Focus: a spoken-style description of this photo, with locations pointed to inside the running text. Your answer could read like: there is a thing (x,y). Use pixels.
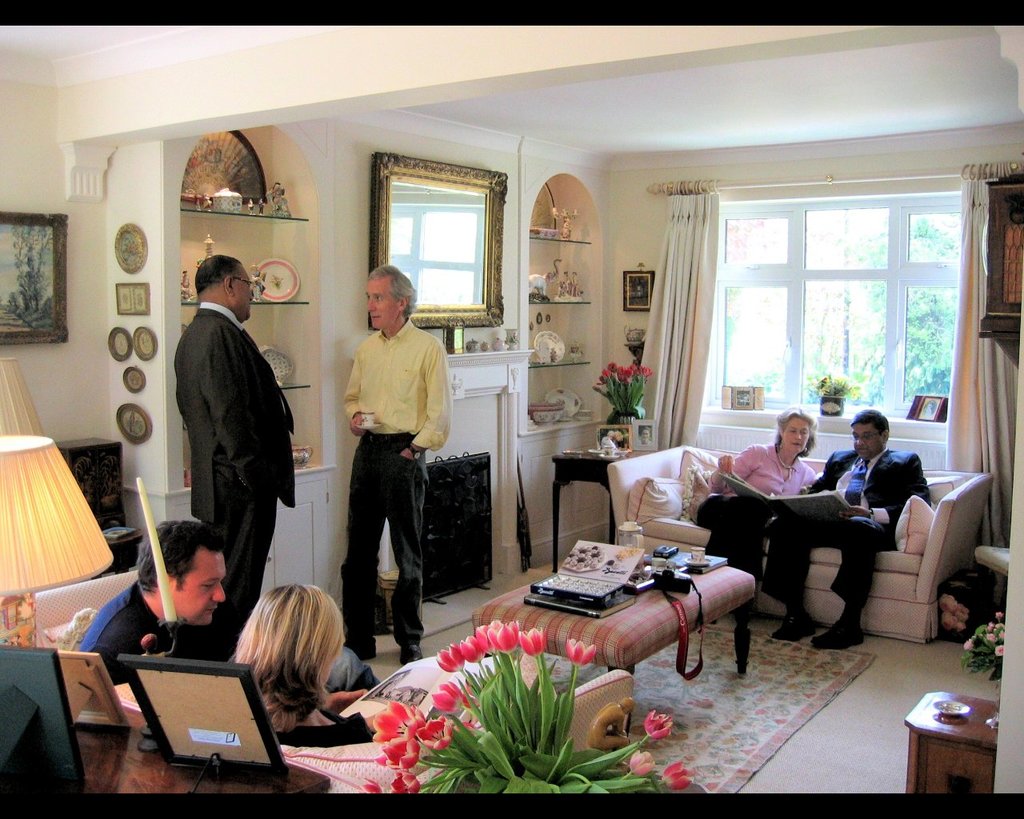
This is the picture inside of the room (386,679). There are two peoples (387,350) standing in the middle (398,526) and there are two people (850,487) sitting on the sofa (817,593). At the back (706,259) there are window (822,252) and curtains (686,265). In the middle (625,528) there are bottles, books (639,561) camera (663,580) on the table (570,639). In the front (7,506) there are photo frames (101,724), lamp (17,448) on the table (135,715). There are photo frames (57,297) on the wall (333,192) and in the cupboard (248,245) there is a plates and at the bottom (770,681) there is a mat (770,728).
